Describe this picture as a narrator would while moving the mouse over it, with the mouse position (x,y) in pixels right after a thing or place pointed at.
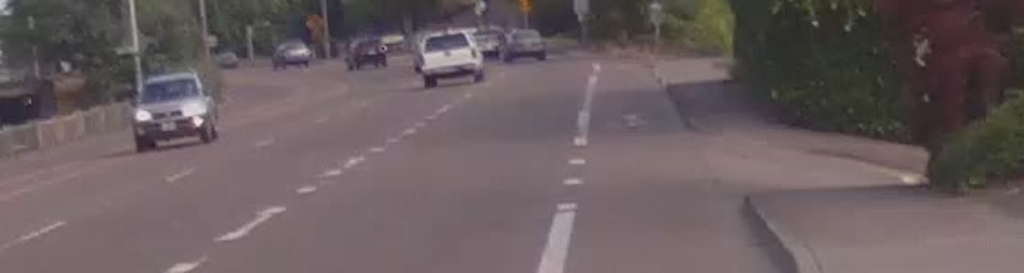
In the picture we can see a road (374,178), on it we can see the vehicles (187,104) and behind it, we can see the poles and the trees (83,58).
